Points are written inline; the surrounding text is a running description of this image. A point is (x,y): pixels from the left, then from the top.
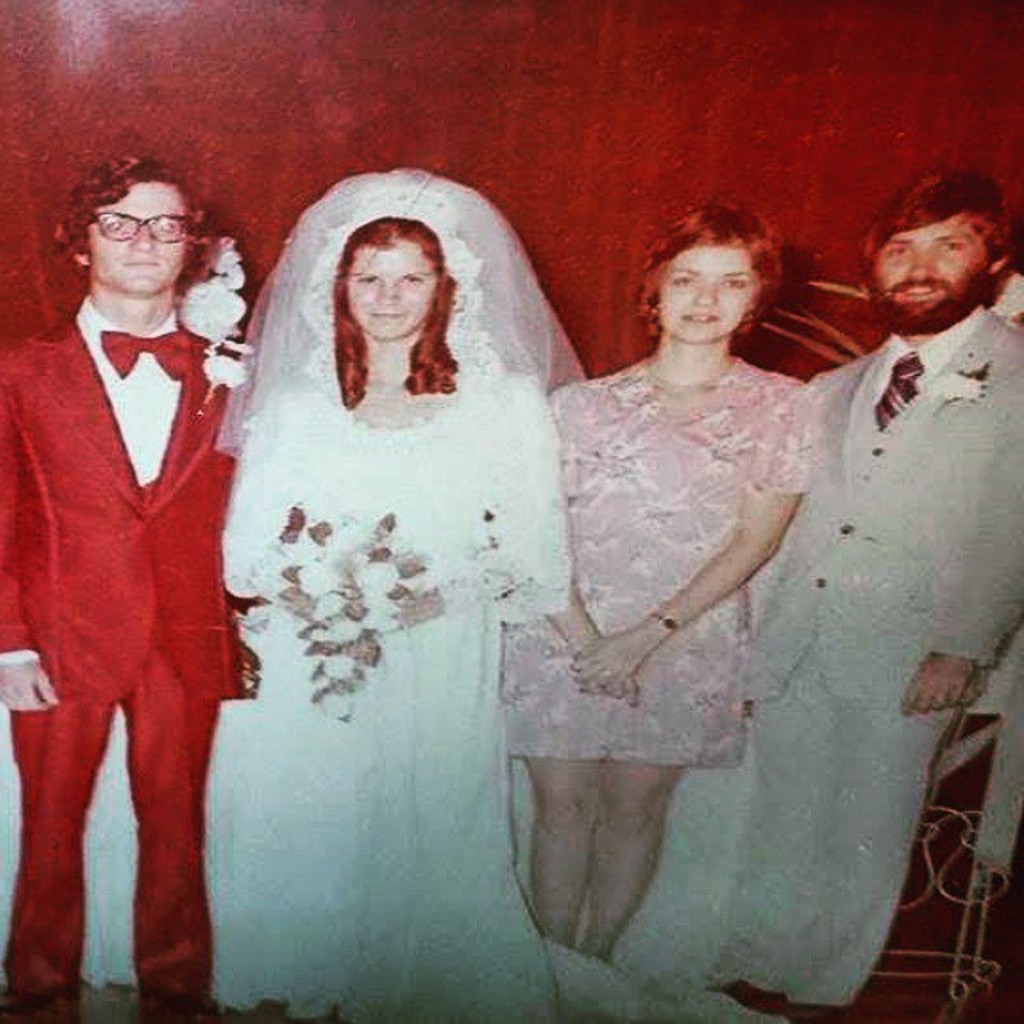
In this image we can see few persons (728,624) are standing and a woman (395,739) among them is holding a flower bouquet (349,635) in her hands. In the background (766,190) we can see wall (526,138) and an object (997,857) on the right side (929,855).
